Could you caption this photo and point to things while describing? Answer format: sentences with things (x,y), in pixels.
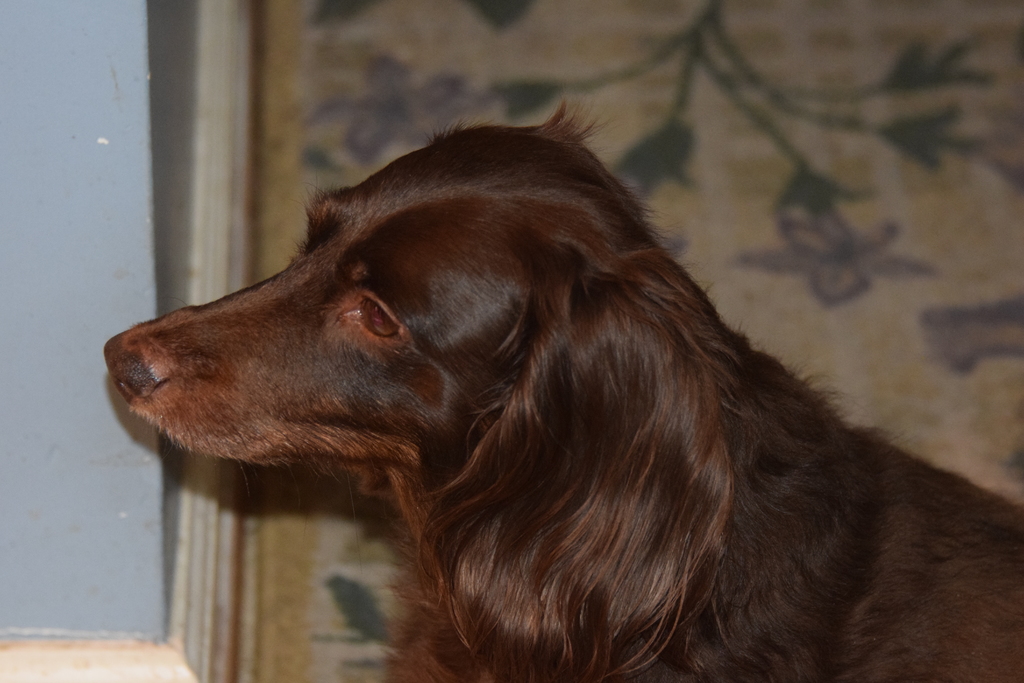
In this image we can see a dog (504,367). In the background (934,47) we can see some design (807,134) and also the wall (89,216).
